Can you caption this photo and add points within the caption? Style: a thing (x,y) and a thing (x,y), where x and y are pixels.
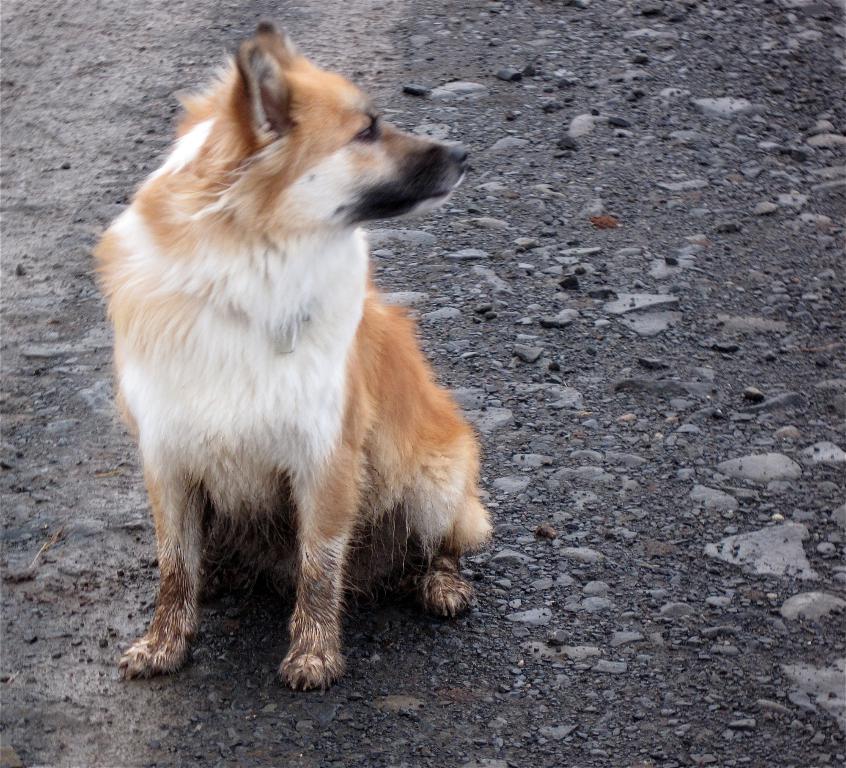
In this image, we can see a brown and white color dog (368,416) on the ground (230,614).
